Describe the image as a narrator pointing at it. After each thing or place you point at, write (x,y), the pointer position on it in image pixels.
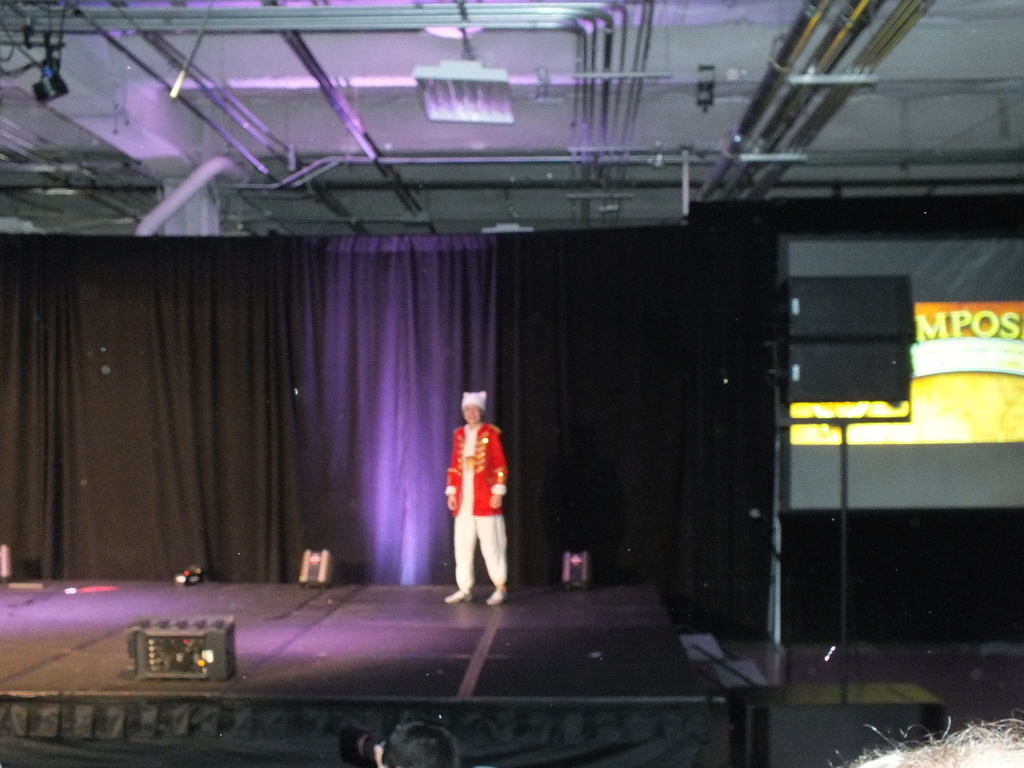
In this image there is a man (447,600) standing on the dais (400,609). There are lights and a box (215,644) on the dais (265,633). Behind him there is a curtain (428,320) on the wall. To the right (843,601) there is a stand (840,543). Behind the stand (843,601) there is a banner (977,392) on the wall (902,268). At the top (480,80) there are rods (409,17) and lights (461,113) to the ceiling (404,149).
